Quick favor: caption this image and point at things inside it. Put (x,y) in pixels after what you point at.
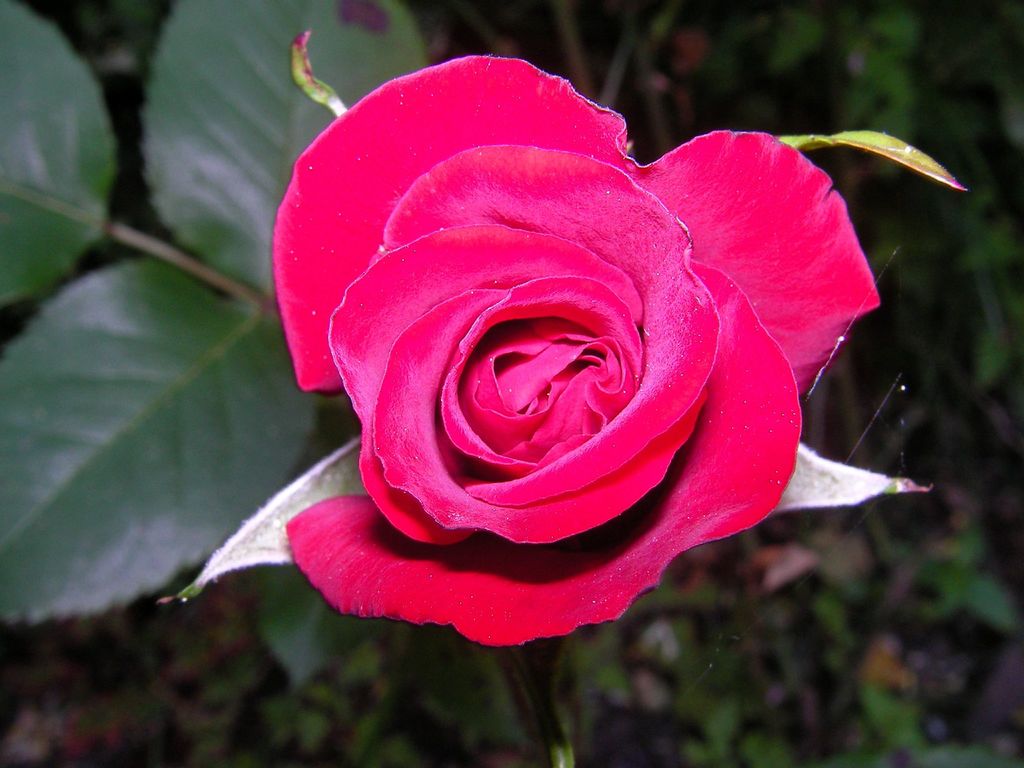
In the image there is a beautiful pink rose (482,393) to a rose plant (365,364) and the background of the rose (403,461) is dark green.
